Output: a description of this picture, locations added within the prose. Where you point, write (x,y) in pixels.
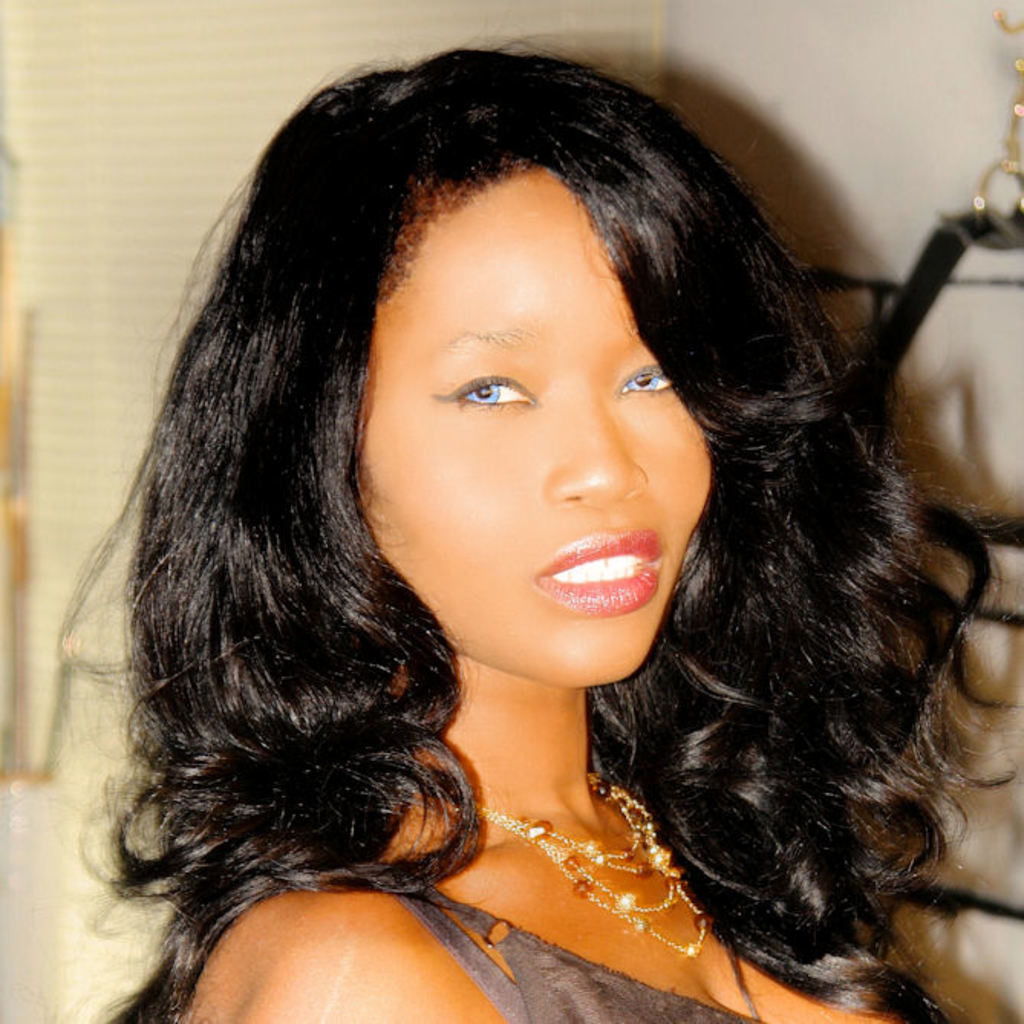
This picture describe about the women (329,449) with black curly hair (278,706), smiling and giving a pose into the camera.
